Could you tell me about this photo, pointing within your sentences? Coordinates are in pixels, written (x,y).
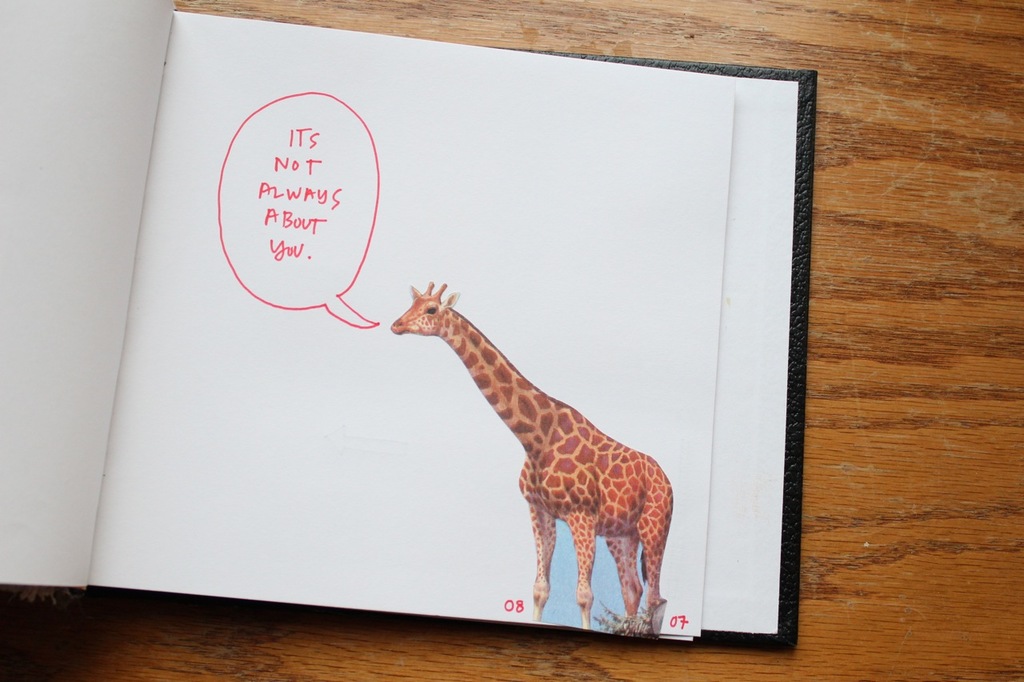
In a book (422,388) there is an image (583,458) of a giraffe (415,310). Something is written at the left top (280,192) with red ink (225,249).
